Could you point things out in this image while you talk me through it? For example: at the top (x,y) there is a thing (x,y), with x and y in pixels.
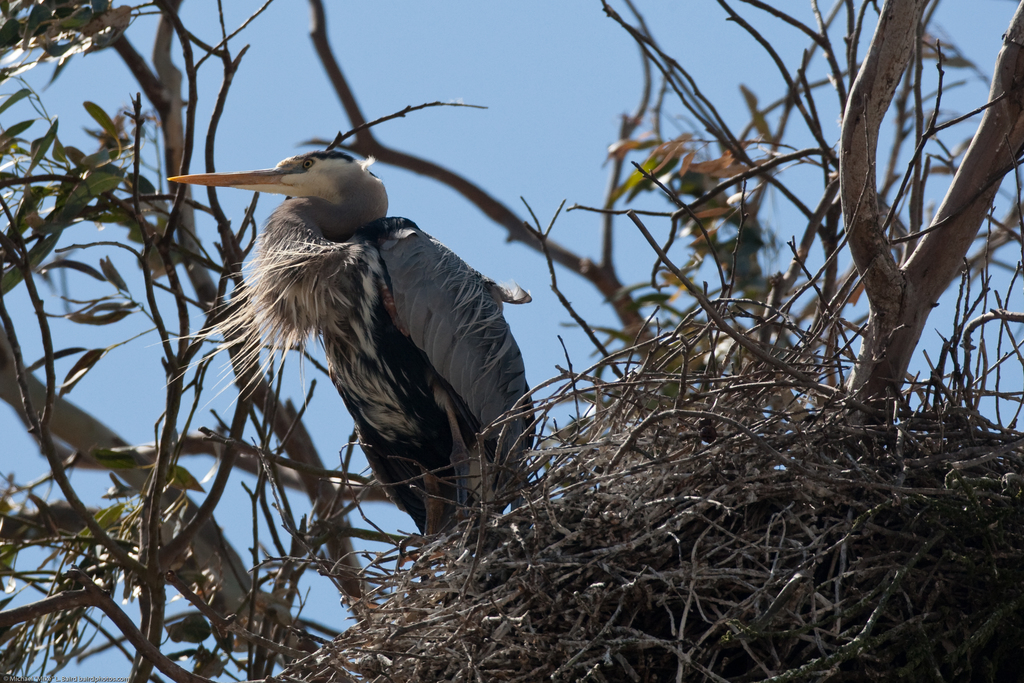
In this image I can see a bird (463,291) on the tree (511,214) and the bird (491,320) is in ash, white and black color. I can see a nest (668,600) and few leaves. The sky (448,152) is in blue color.
